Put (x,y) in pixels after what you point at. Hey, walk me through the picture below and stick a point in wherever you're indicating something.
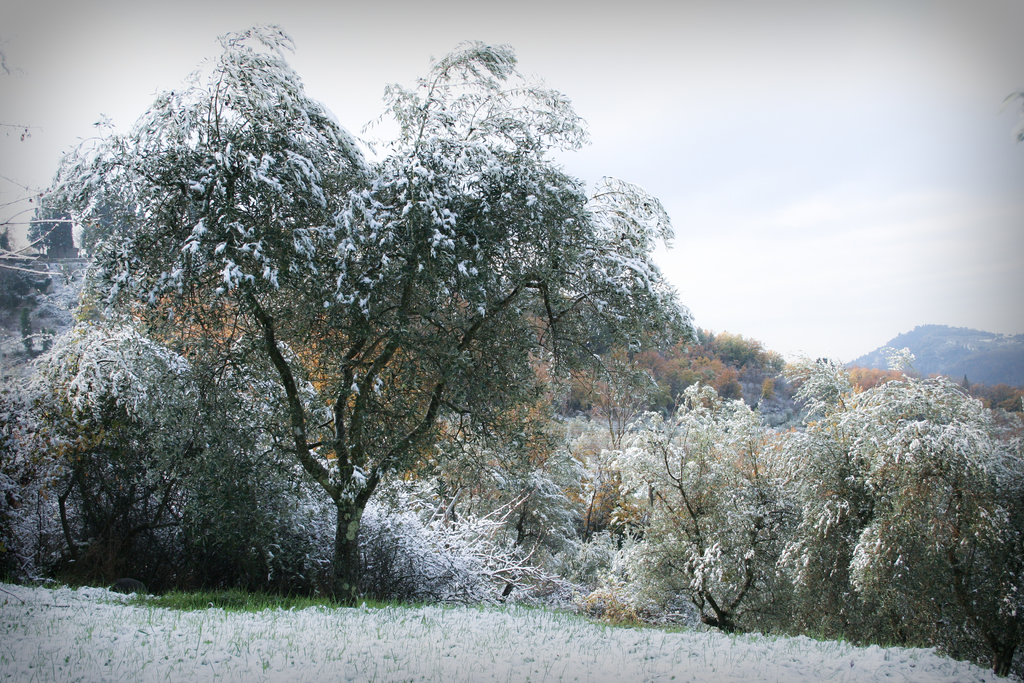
In this image we can see a group of trees (522,507) with snow (299,487). In the foreground (239,614) we can see the grass (333,618). On the right side of the image (974,352) we can see the mountain (981,347). At the top (714,146) there is a sky (729,162).
